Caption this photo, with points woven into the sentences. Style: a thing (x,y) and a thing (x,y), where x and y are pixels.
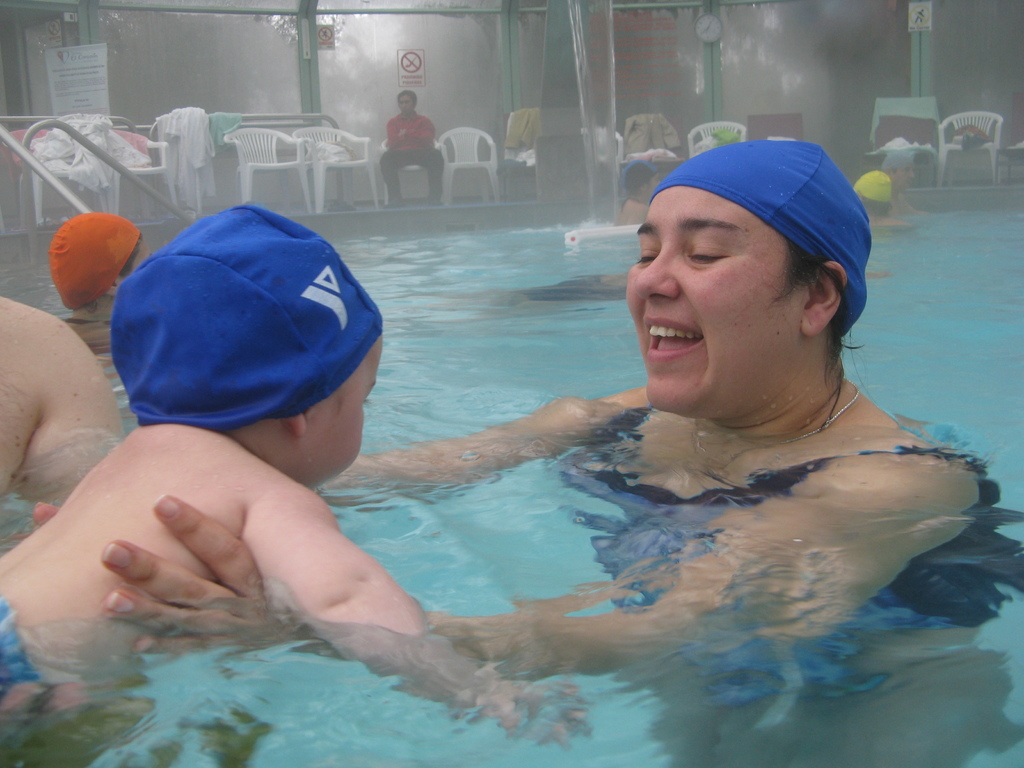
In this picture, we see people (693,365) are swimming in the water (499,547). In the background (421,152), we see a man (413,143) in red T-shirt (402,127) is sitting on the chair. Beside him, we see empty chairs (445,145). Behind him, we see a glass wall (349,75) from which we can see trees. This picture is clicked in the swimming pool (542,572).
